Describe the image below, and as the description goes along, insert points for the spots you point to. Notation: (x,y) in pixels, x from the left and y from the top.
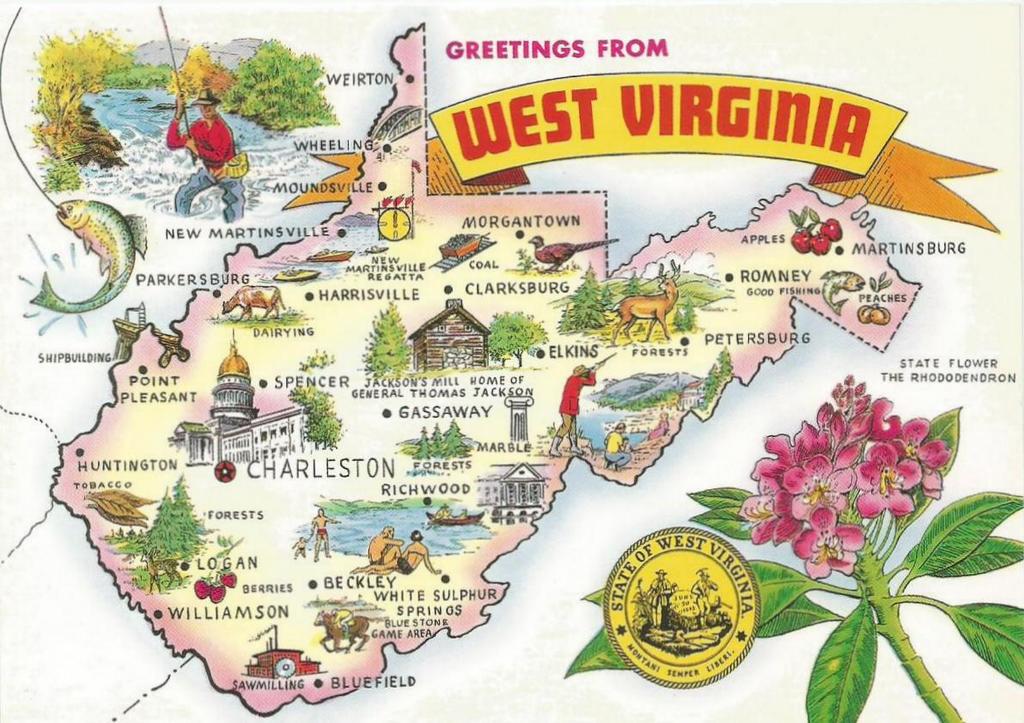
In this image I can see a poster (488,310) and in the poster (493,404) I can see a plant (865,605) which is green in color to which I can see few flowers (847,534) which are pink and yellow in color. I can see the map of west Virginia (433,600). I can see few buildings (460,316), few animals (654,323), few person's (395,547), a person (208,156) wearing red shirt (206,142) and blue jeans (199,192), the water (168,178) and few trees (402,358).
